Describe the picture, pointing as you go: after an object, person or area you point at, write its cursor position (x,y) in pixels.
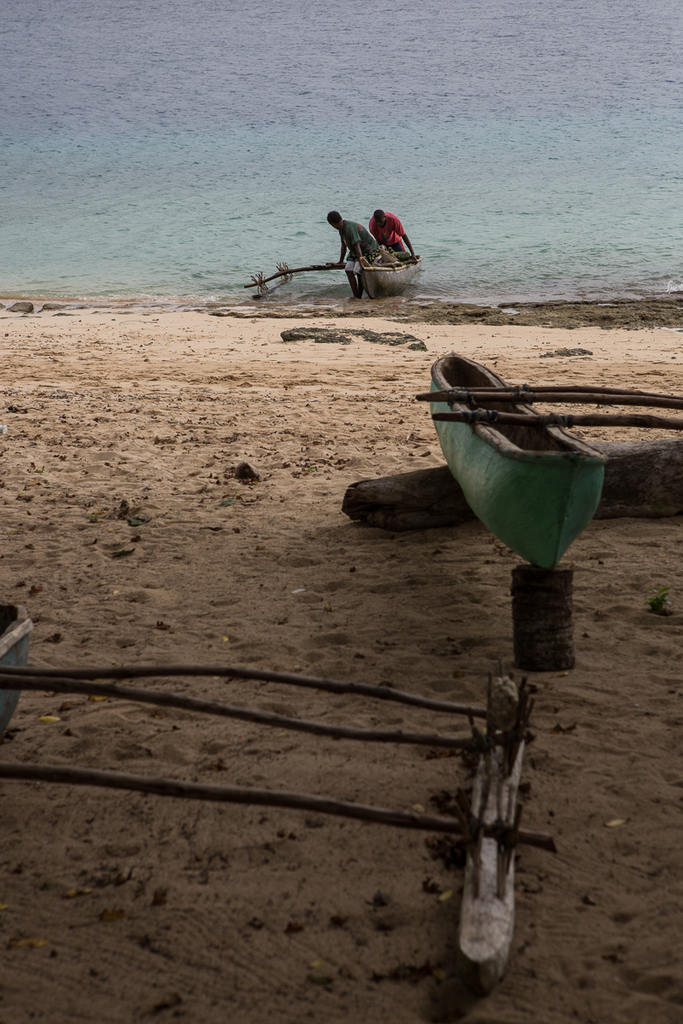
We can see boat (516,489), wooden sticks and sand (157,485). In the background (378,262) we can see boat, people (388,241), wooden stick (281,270) and water (309,249).
